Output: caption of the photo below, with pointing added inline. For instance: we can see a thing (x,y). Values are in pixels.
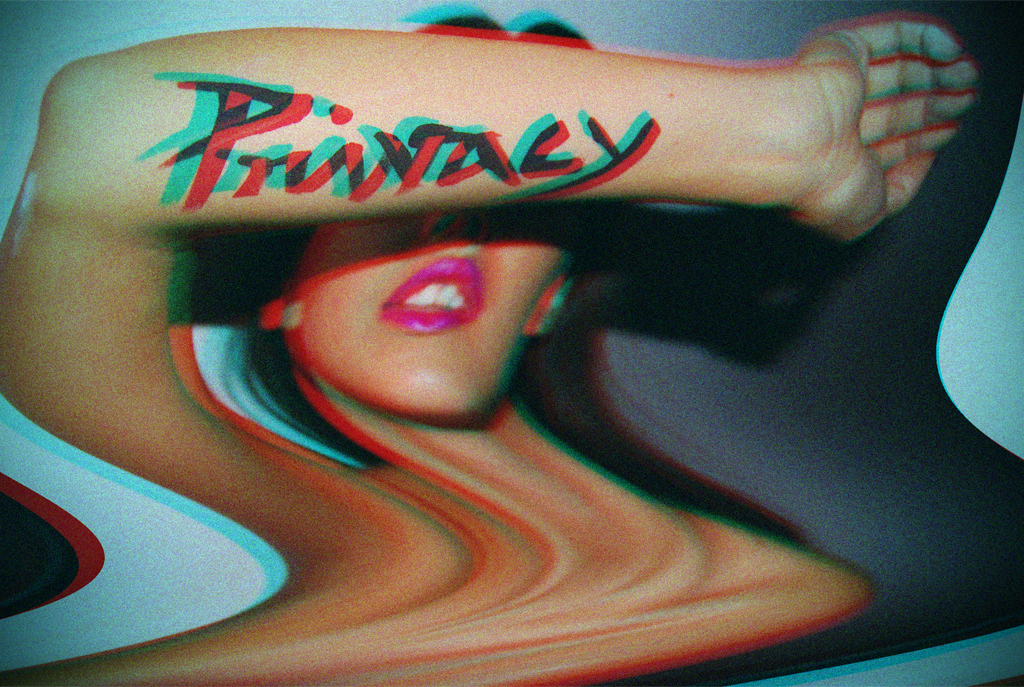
In this image we can see an edited picture of a woman (488,413) with text (449,135) on her hand (409,144) and a blue colored background.
